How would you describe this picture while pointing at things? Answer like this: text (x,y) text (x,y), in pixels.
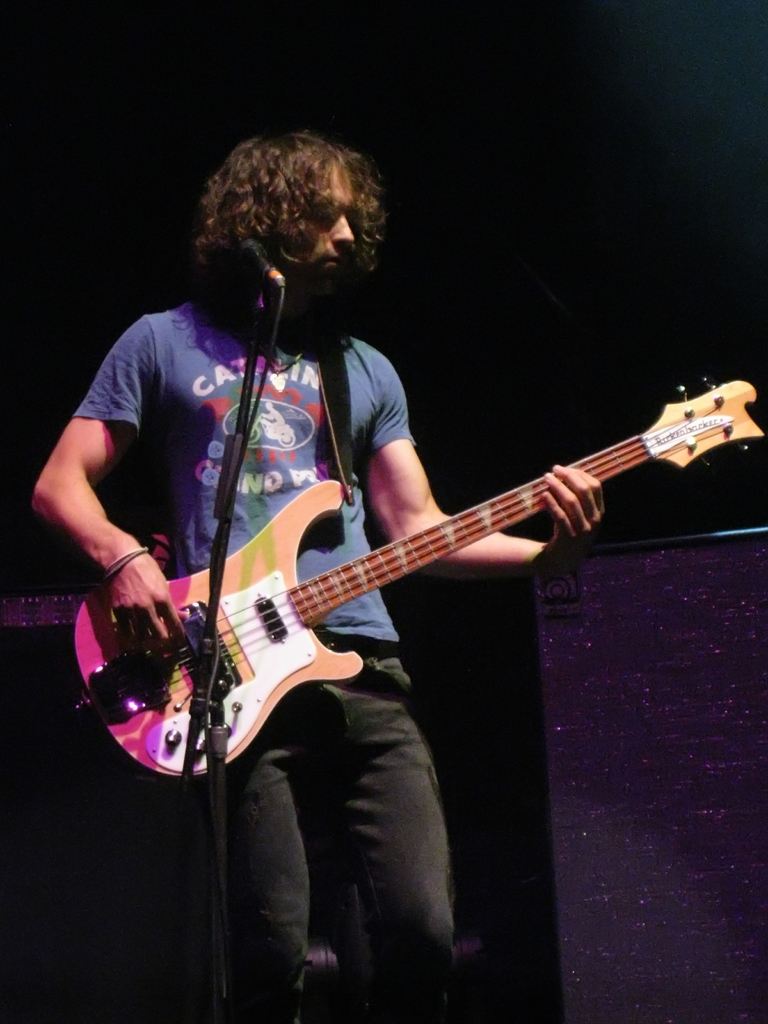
This is a picture of a person (185,406) and he is wearing a blue color t -shirt (179,390) and he is holding a guitar (296,607), in front of him there is a mike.
